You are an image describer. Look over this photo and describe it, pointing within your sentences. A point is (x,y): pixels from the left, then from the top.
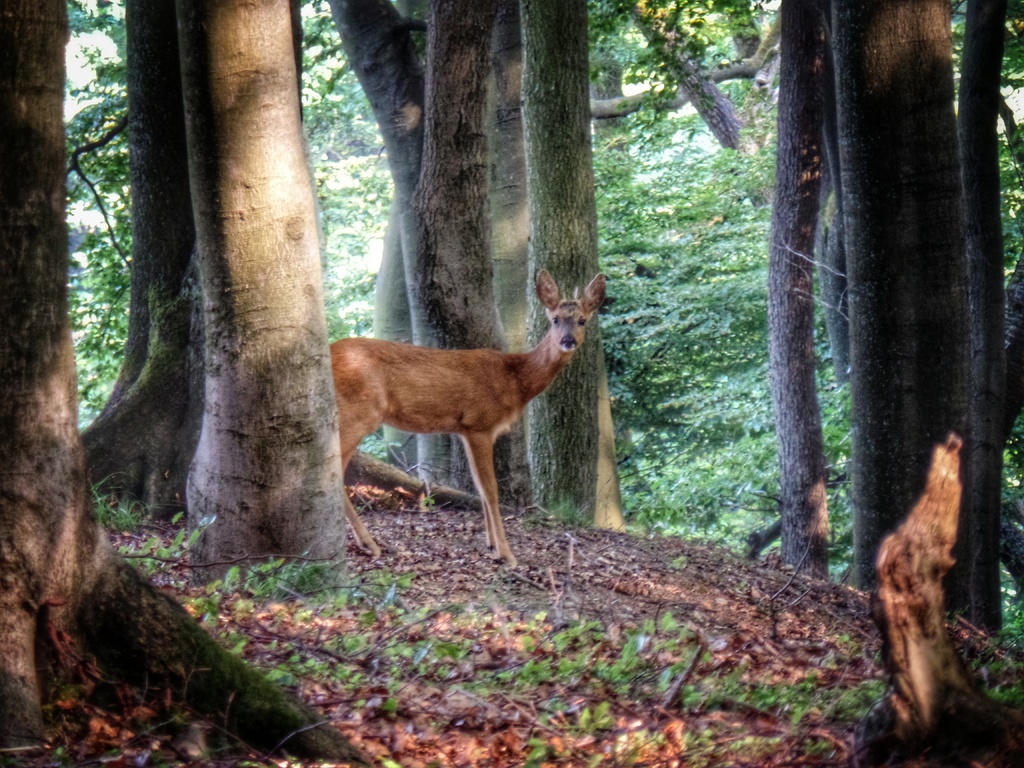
In this image we can see a deer (518,365) standing on the ground (428,647). In the background (570,407) we can see group of trees (182,640).
